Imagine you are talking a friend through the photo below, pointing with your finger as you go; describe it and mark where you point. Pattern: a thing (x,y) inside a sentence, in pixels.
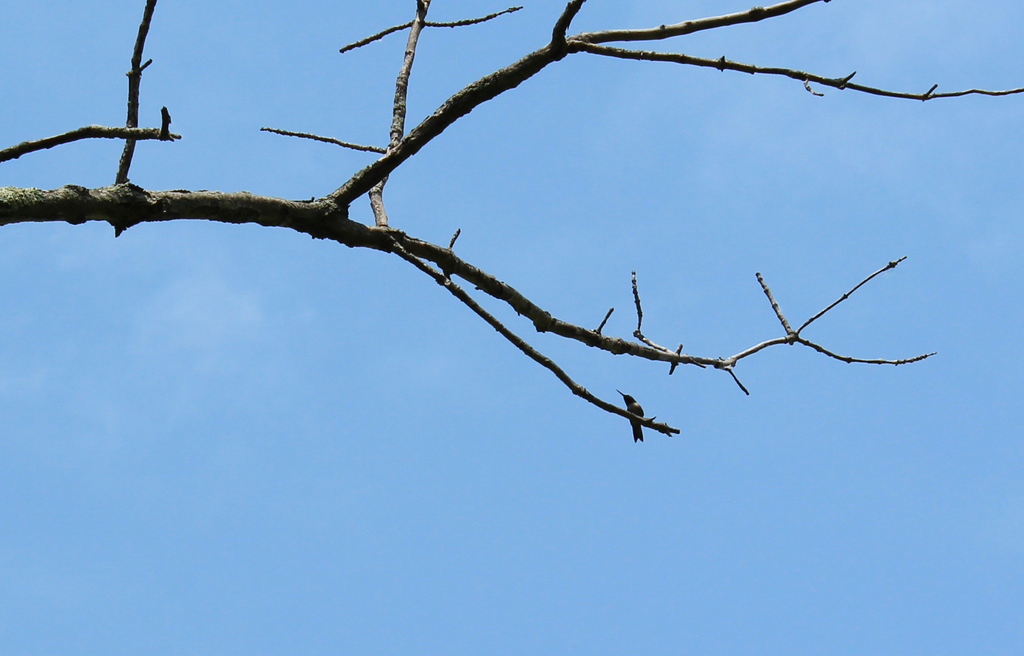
In this image, we can see a branch (394,238) and in the background (711,220), there is sky (687,221).
